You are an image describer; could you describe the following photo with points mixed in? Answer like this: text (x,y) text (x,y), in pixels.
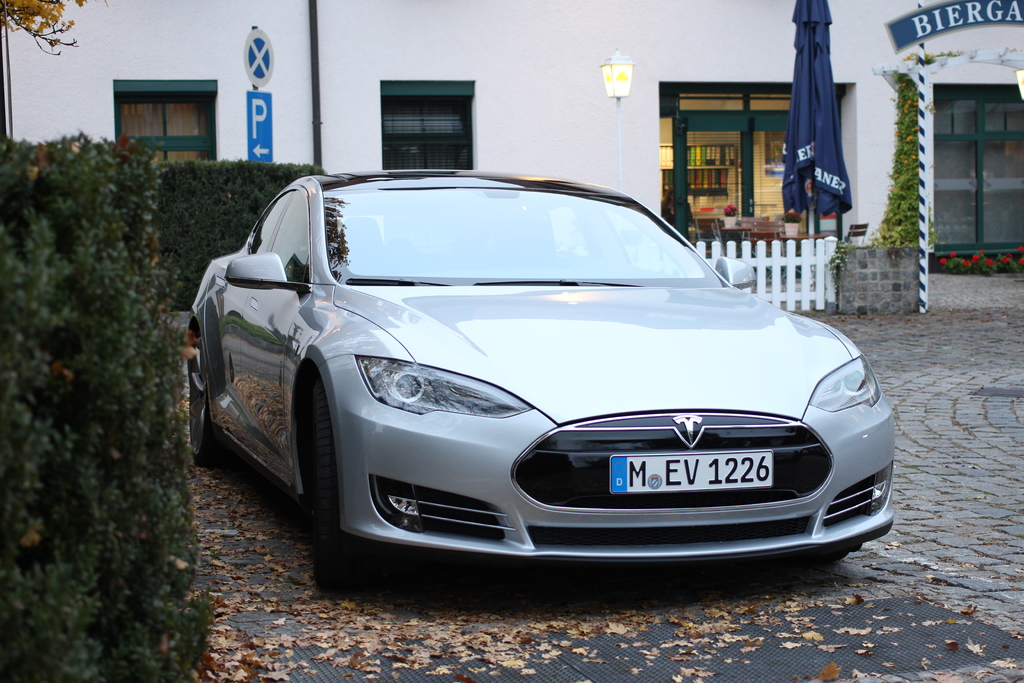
In this image I can see a car (598,293) in silver color, plants (179,253) in green color. Background (808,153) I can see an umbrella (791,150) in blue color, building (525,101) in white color and I can also see few windows (969,213).
